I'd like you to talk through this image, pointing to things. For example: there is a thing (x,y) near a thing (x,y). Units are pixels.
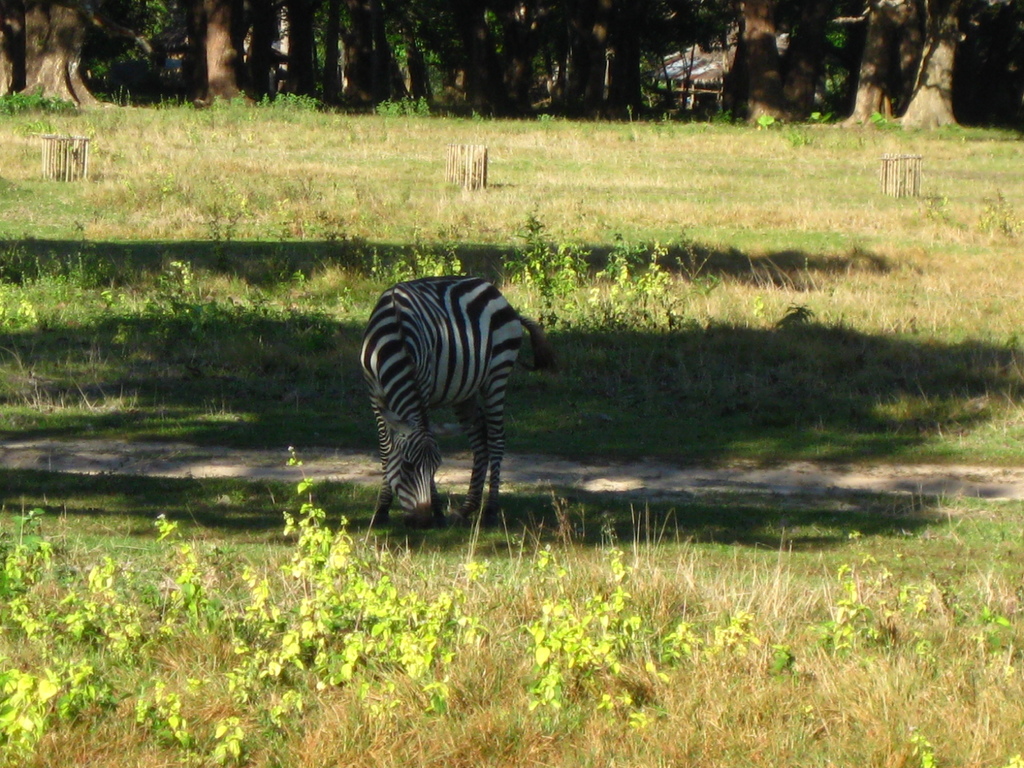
This image consists of a zebra (419,435) eating grass (437,545). At the bottom (424,627), there are small plants (747,614) and grass (646,553) on the ground (24,498). In the background (322,34), there are many trees (953,82).
